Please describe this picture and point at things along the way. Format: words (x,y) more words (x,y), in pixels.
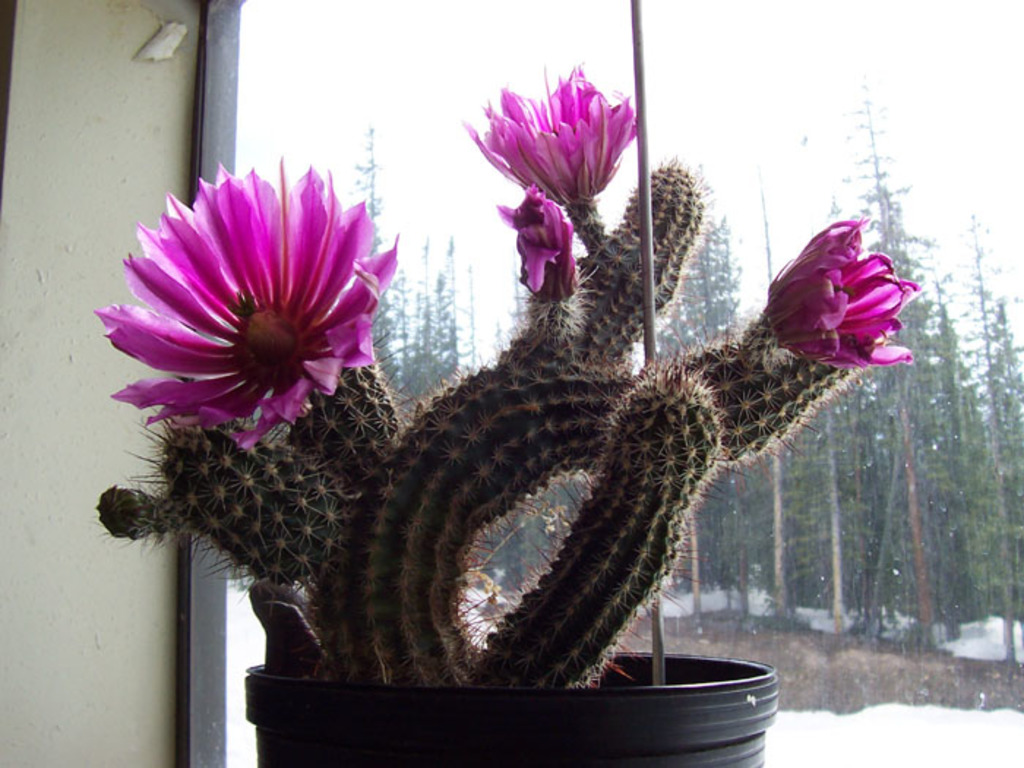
There is a cactus plant (400,451) with pink flowers (269,343) on a black pot (685,684). There is a small pole (656,609) near the cactus (636,278). There is a window (867,558). Through the window (858,568) we can see trees (876,504) and snow (886,743) on the ground (856,742).
